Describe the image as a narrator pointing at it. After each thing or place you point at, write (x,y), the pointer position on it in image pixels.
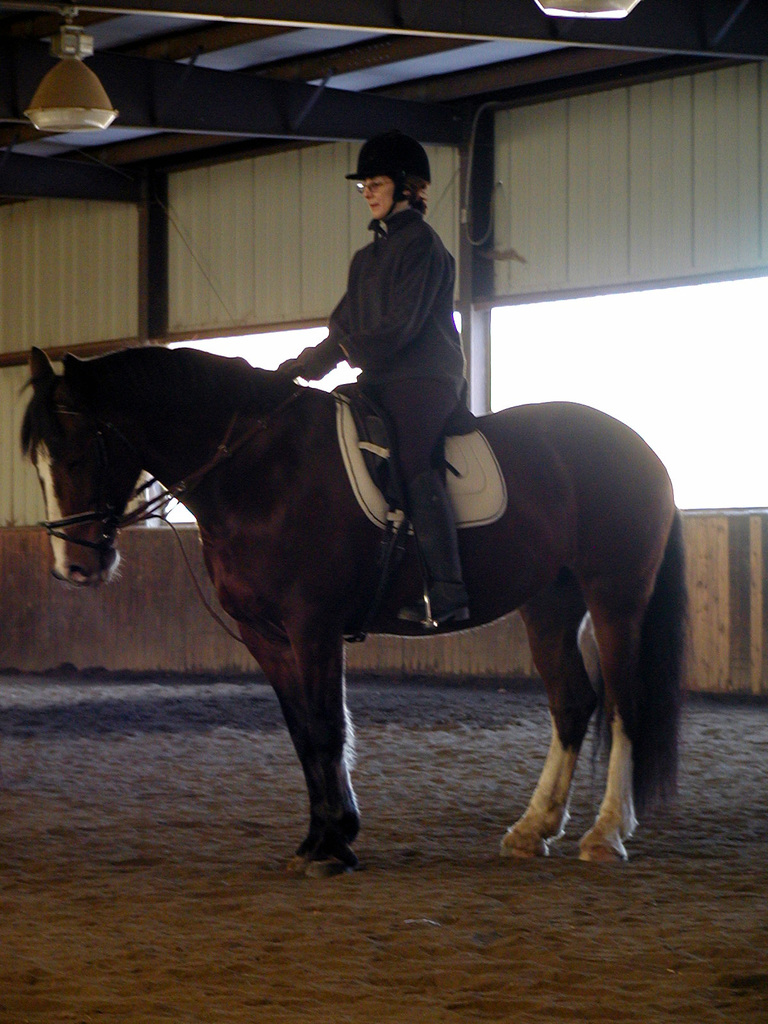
At the top (558,94) we can see the ceiling (391,128) and lights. In this picture we can see a person (429,535) wearing hat (394,147), spectacles (380,192) is sitting on the horse (290,486). At the bottom (297,1016) we can see the sand (481,990). In the background (72,639) we can see the sky (753,450) and the wall (6,636).
